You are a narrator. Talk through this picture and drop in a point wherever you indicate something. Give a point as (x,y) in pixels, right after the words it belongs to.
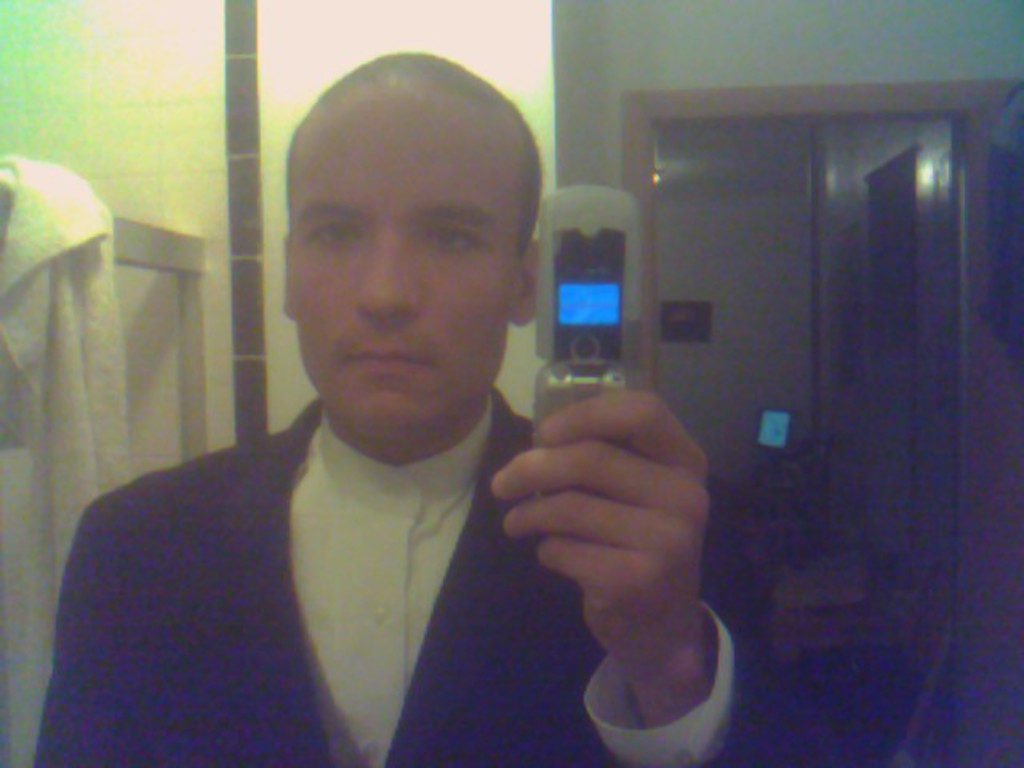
In this image I see a man (468,345) who is wearing white and black dress (375,578) and I see that he is holding a phone (599,266) in his hand (599,432). In the background (16,175) I see the towel (11,215) over here and I see the wall (264,90) and it is dark over here.
